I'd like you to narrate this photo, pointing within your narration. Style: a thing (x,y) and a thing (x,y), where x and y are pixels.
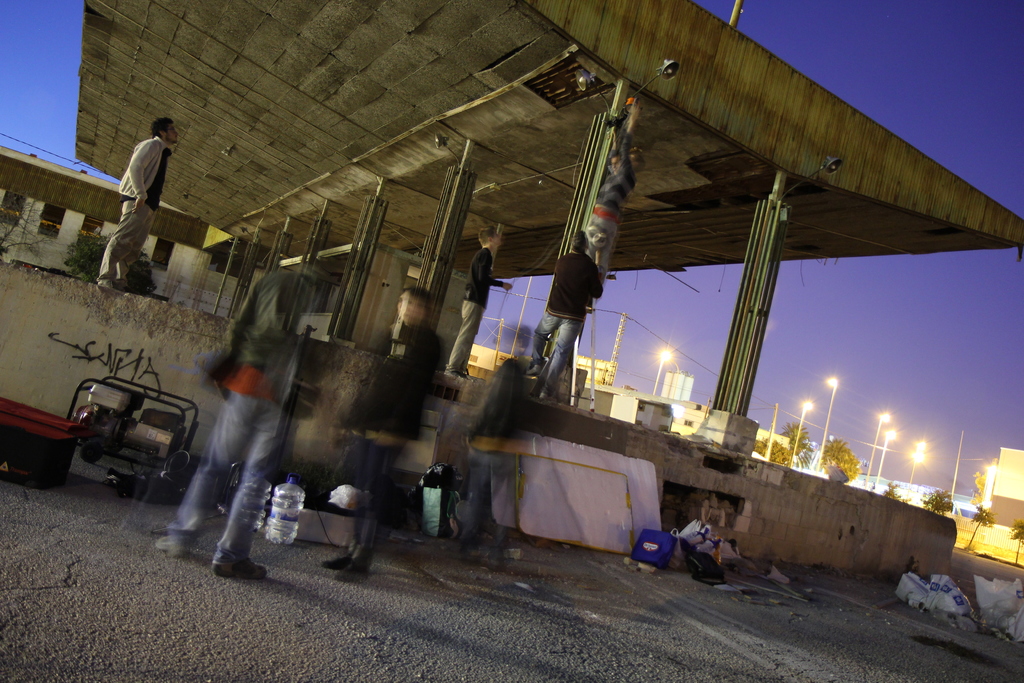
In this image, we can see a shelter (792,86). There are some persons (261,325) standing and wearing clothes (480,271). There are some street poles (829,403) on the right side of the image (893,429). There is a machine (134,423) and tins (261,494) on the left side of the image (143,432). In the background of the image (823,62), there is a sky (33,116).
